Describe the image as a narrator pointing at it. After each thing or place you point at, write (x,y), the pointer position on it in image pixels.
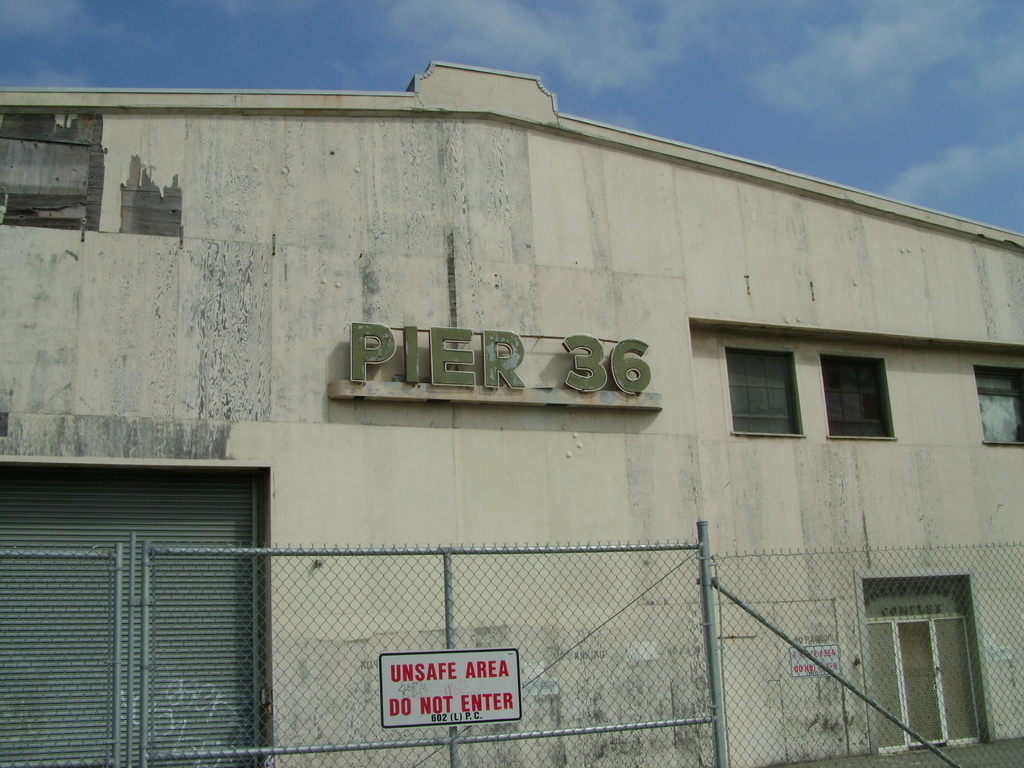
This picture is taken from outside of the building (590,491). In this image, we can see a net fence (478,597) and a metal rod (714,761). In the middle of the image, we can also see a board (419,723), on the board (460,666), we can see some text (500,672) written on it. In the background (31,527), we can see shutter (0,617), glass window (756,404), door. At the top (681,48), we can see a sky (728,51) which is a bit cloudy.
